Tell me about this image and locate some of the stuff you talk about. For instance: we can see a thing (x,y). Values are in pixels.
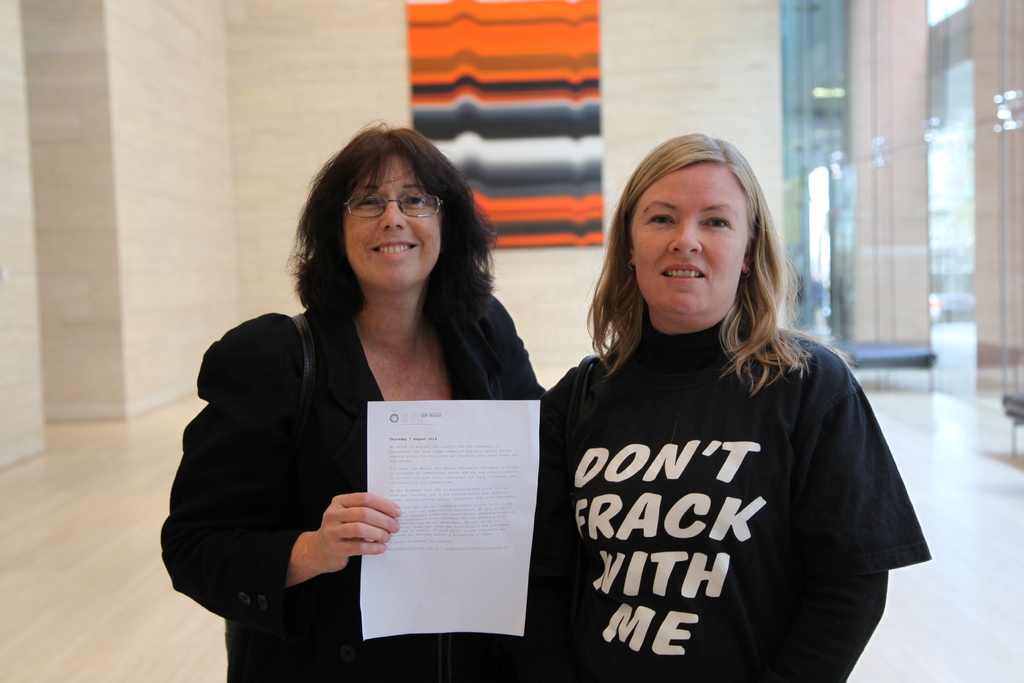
In the center of the image (657,238) there are two ladies (196,579) wearing black color dress (376,677). In the background of the image (295,155) there is a wall (277,87).
